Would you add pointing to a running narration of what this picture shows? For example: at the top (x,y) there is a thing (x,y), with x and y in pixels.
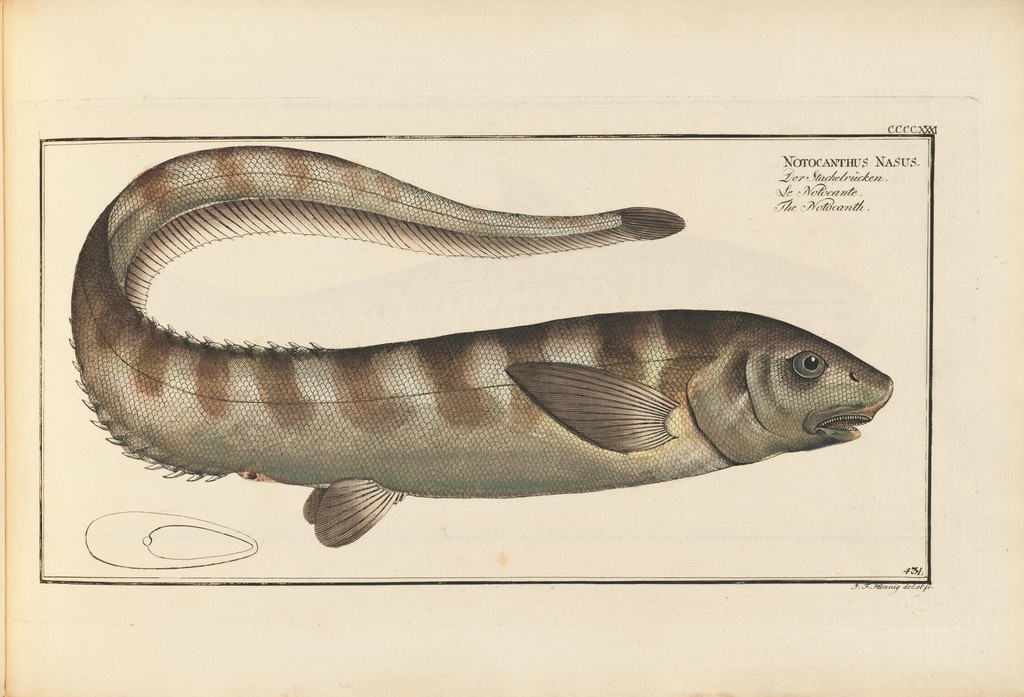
In this image we can see the picture of a fish (428,360) on a paper (479,200). We can also see some text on it.
